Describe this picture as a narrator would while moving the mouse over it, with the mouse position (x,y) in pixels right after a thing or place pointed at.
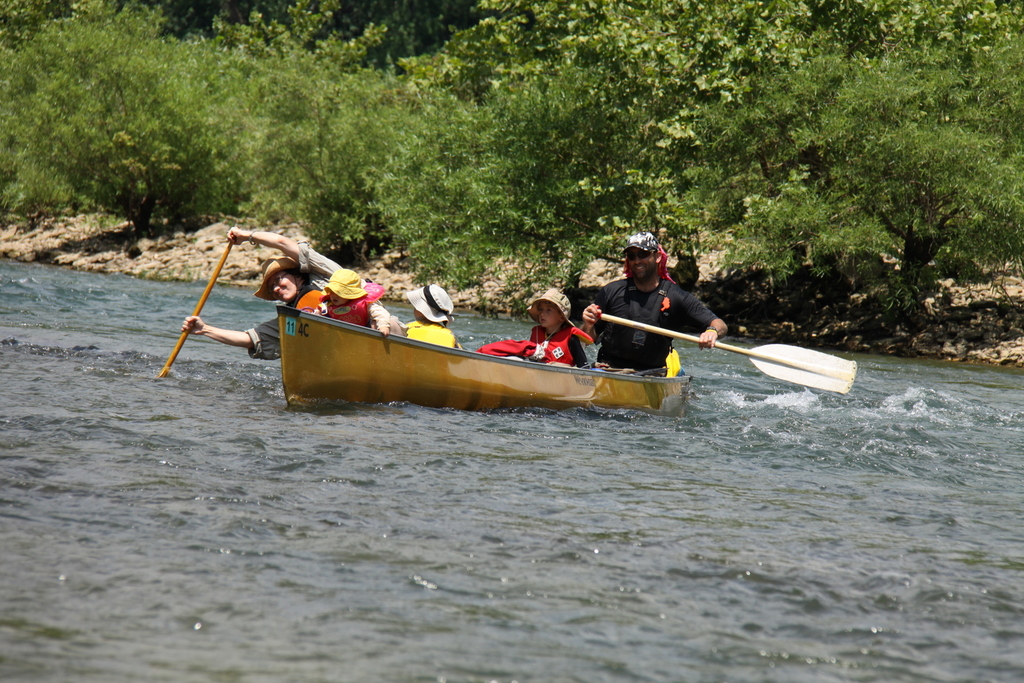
In this image we can see two men (647,339) and three children (372,319) are sitting in a brown color boat (365,364). The boat (537,388) is on the surface of water (163,494). Background of the image (840,140) trees (533,132) are present.
